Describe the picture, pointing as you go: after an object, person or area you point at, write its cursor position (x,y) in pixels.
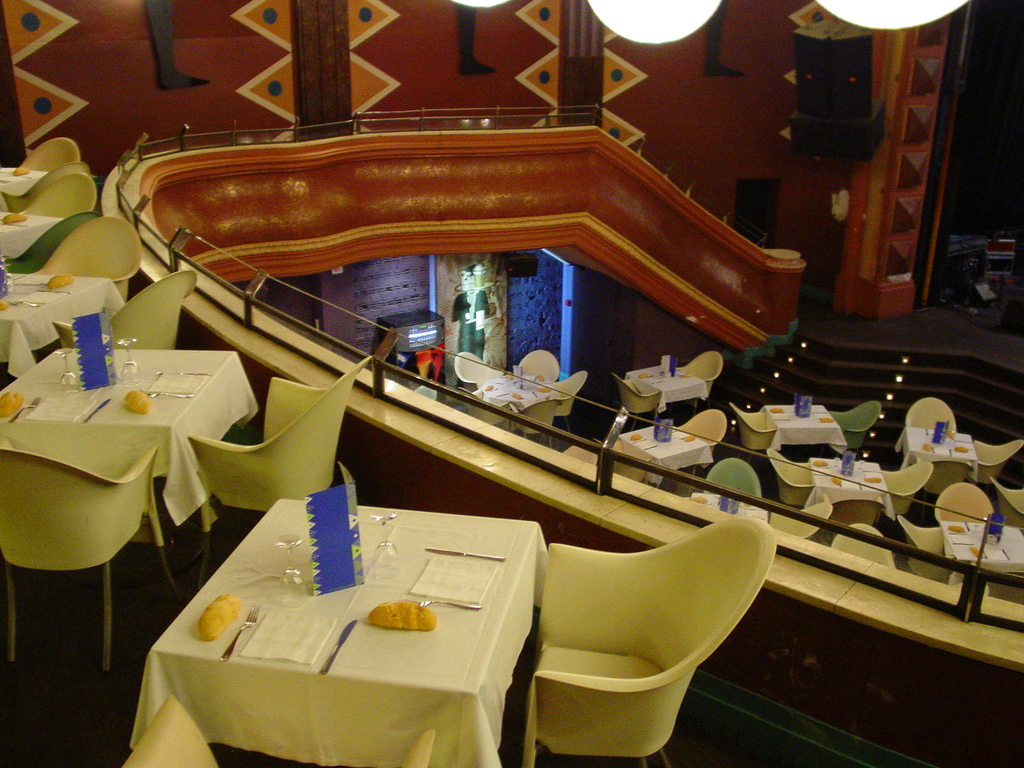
In this picture I can see the tables (75,312) in front (6,233), on which there are glasses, spoons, forks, knives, cloths (339,604) and other things (78,367) and I can also see the chairs (275,486). In the center of this picture (387,383) I can see the railing (528,421), steps (937,369), few more tables (794,412) and chairs (718,412). In the background (468,112) I can see the wall (659,80) on which there are designs (164,54). On the top right of this picture (877,4) I can see the lights (699,21).
